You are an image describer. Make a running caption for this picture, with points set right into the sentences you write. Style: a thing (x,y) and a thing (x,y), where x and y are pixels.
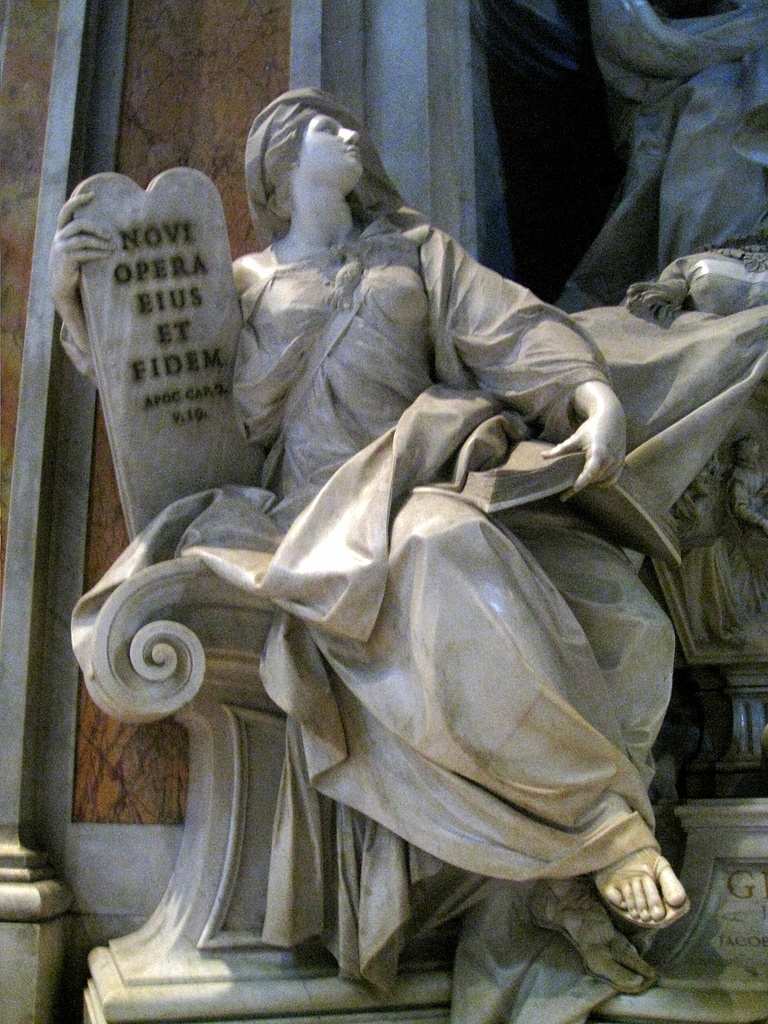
In this image there is a sculpture (311,395), there is a sculpture (666,115) truncated towards the right of the image (743,280), there is a wall (209,81) behind the sculpture (82,210), there is a wall (32,476) truncated towards the left of the image (41,291).
